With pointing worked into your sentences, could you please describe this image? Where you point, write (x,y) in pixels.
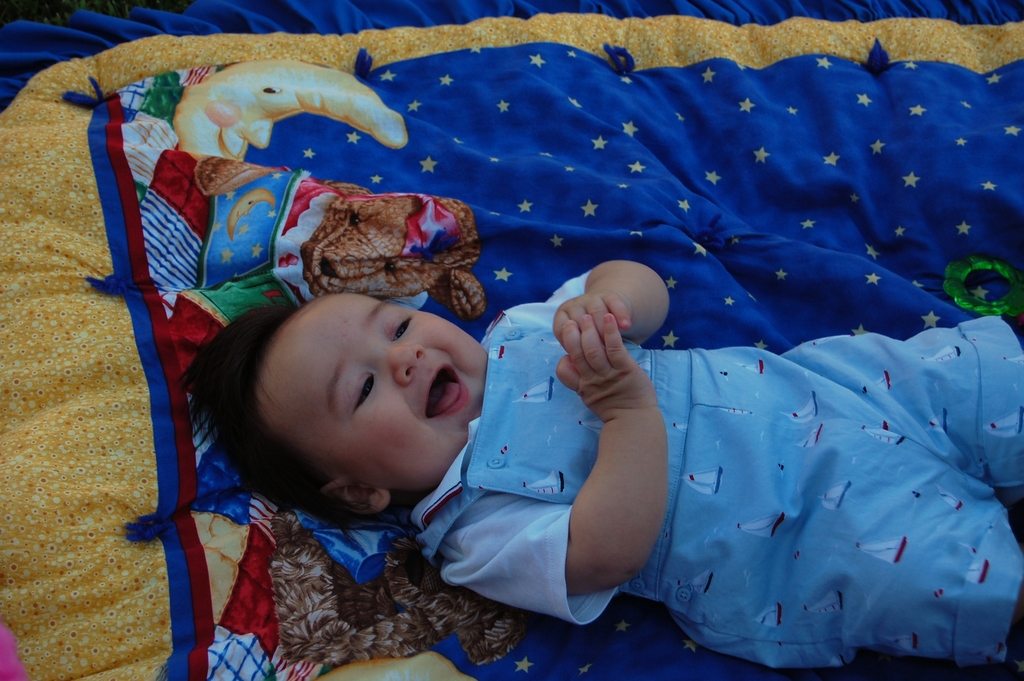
The picture consists of a baby (681,478). The baby (685,449) is smiling. At the bottom (280,630) we can see a blue color cloth (366,174).
